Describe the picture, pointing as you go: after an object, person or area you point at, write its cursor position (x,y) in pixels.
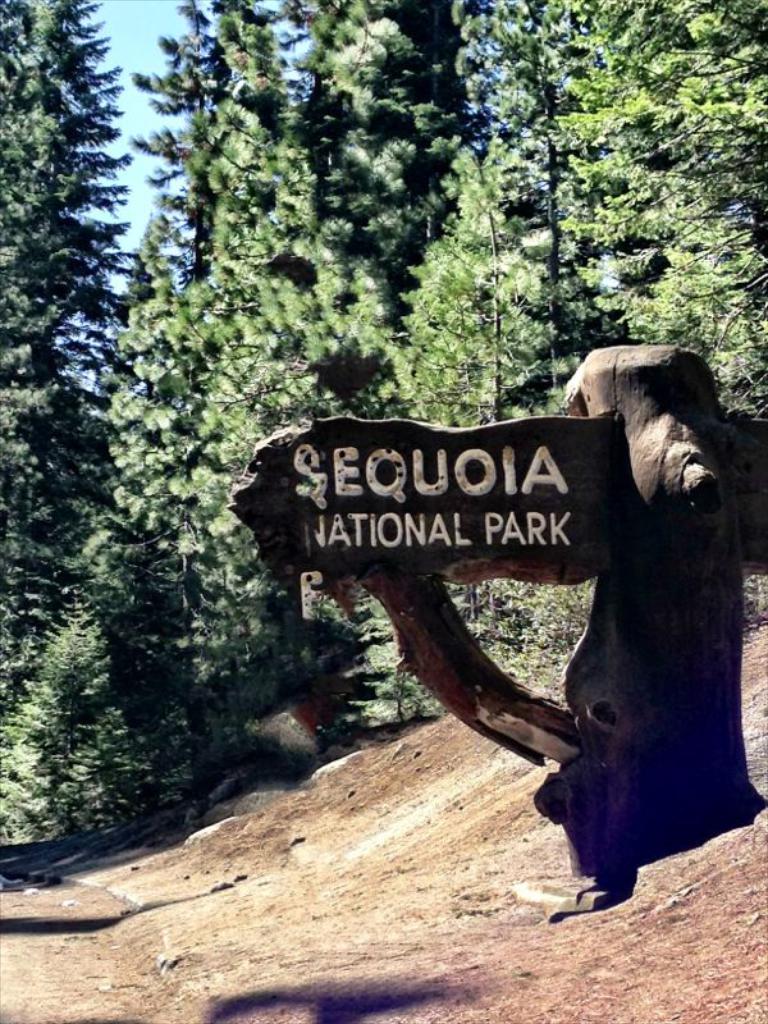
In the center of the image (478,551), we can see a name board (387,431) and in the background (397,153), there are trees (156,395). At the bottom (210,860), there is a ground (201,931).
